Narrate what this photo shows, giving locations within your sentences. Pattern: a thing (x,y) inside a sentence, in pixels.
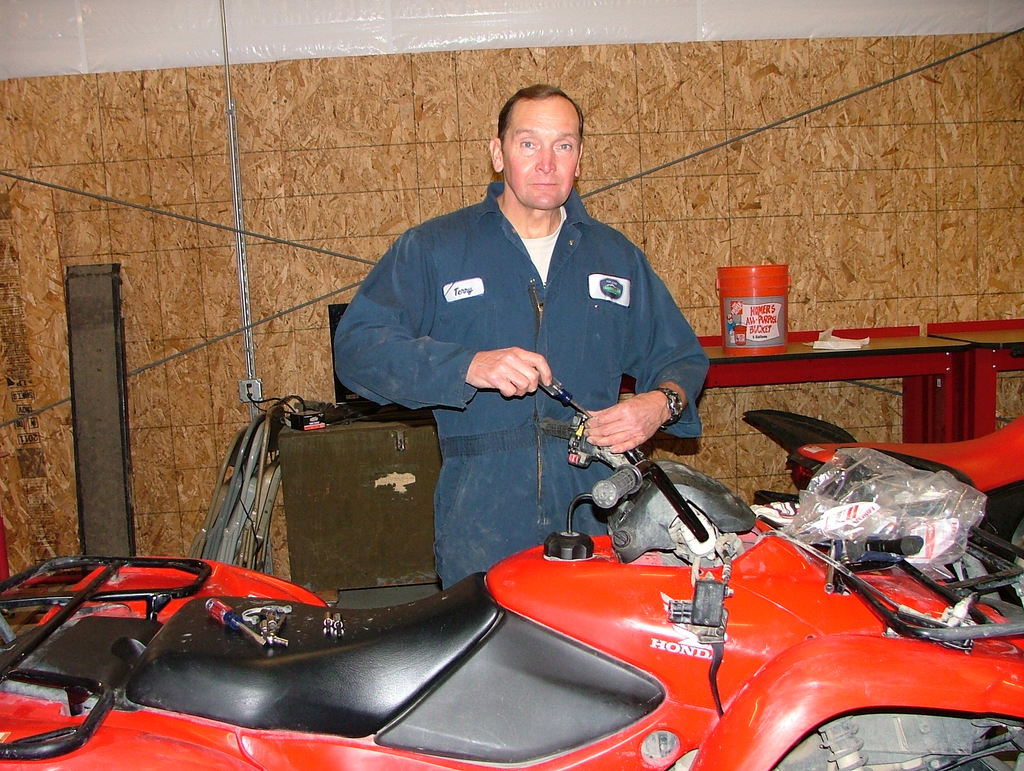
In this picture I can see a vehicle (460,621) in front (844,662) which is of red and black color and I see few tools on it. I can also see a man (470,283) who is holding a tool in his hands (520,392). In the background (992,390) I can see the red color things (836,352) on which there is a bucket (745,313) and a white color thing (843,340). On the left side of this picture (309,573) I can see few more things (247,451).
